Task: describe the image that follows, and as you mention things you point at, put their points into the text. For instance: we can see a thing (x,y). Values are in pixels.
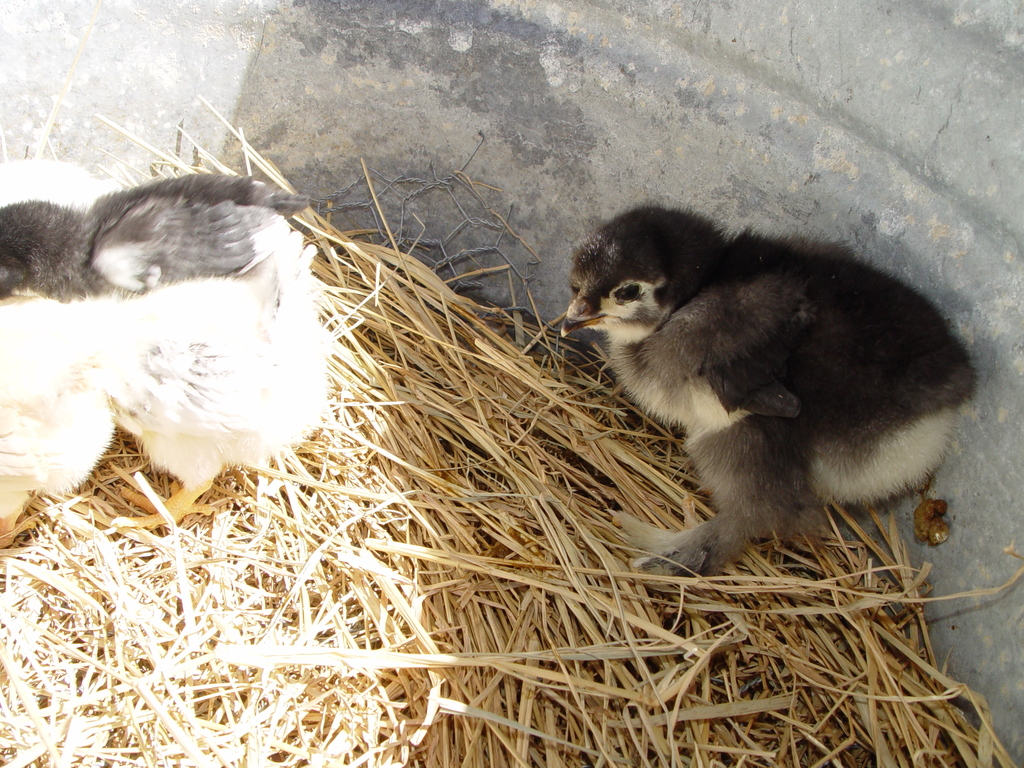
This image consists of two birds (763,451). At the bottom (410,666), there is dry grass (661,653). It looks like they are kept in a pot (675,95).
